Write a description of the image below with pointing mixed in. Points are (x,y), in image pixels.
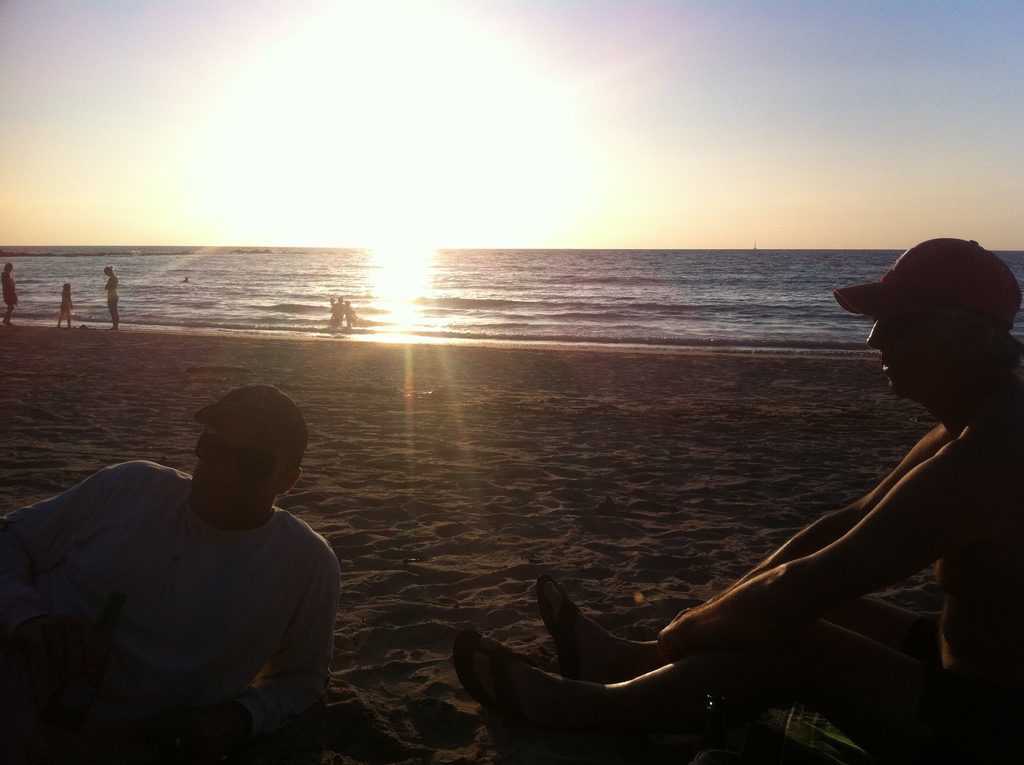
In this picture we can see some persons (113,478) are sitting beside the sea (325,316) and talking, few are walking and some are in the water (510,307). We can see the sun rays (402,262).
